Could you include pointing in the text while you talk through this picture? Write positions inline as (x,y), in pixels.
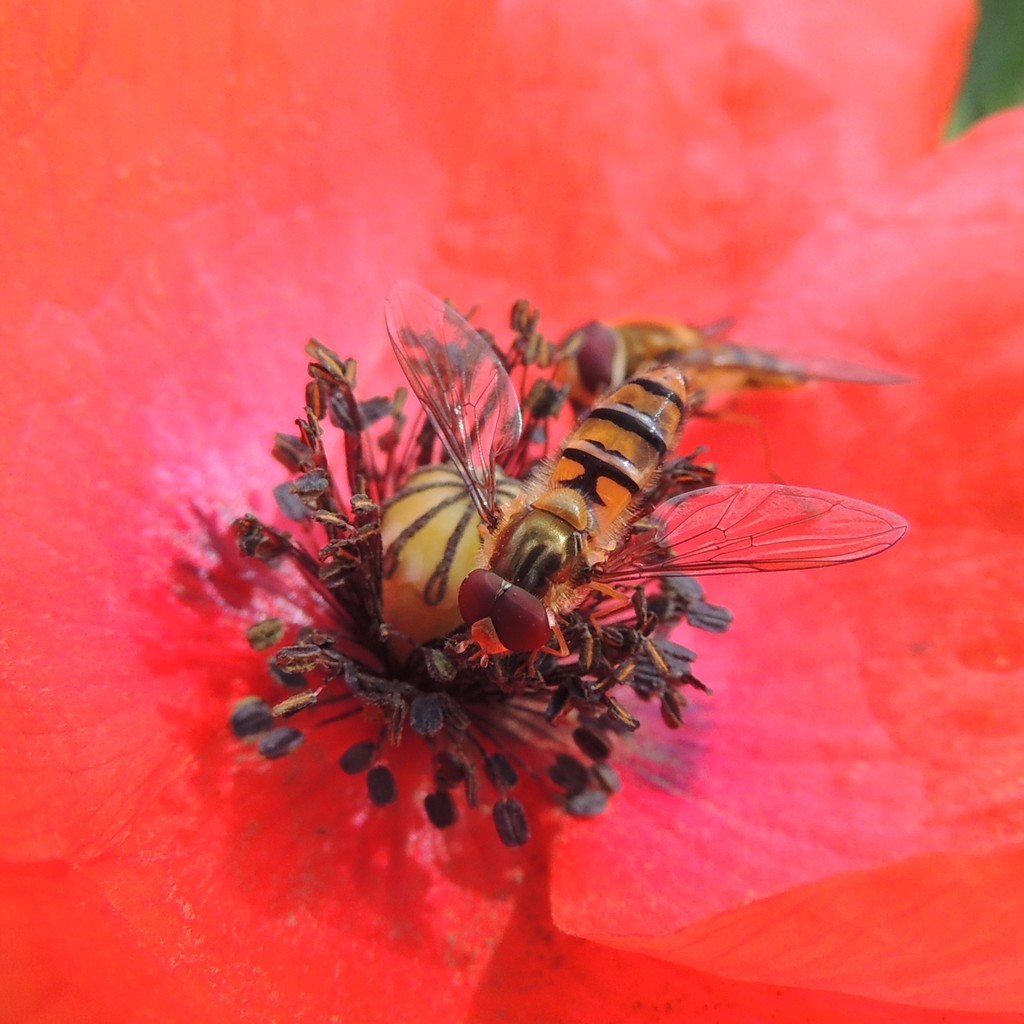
In this image I can see the insects (627,471) on the red flower (317,782).
